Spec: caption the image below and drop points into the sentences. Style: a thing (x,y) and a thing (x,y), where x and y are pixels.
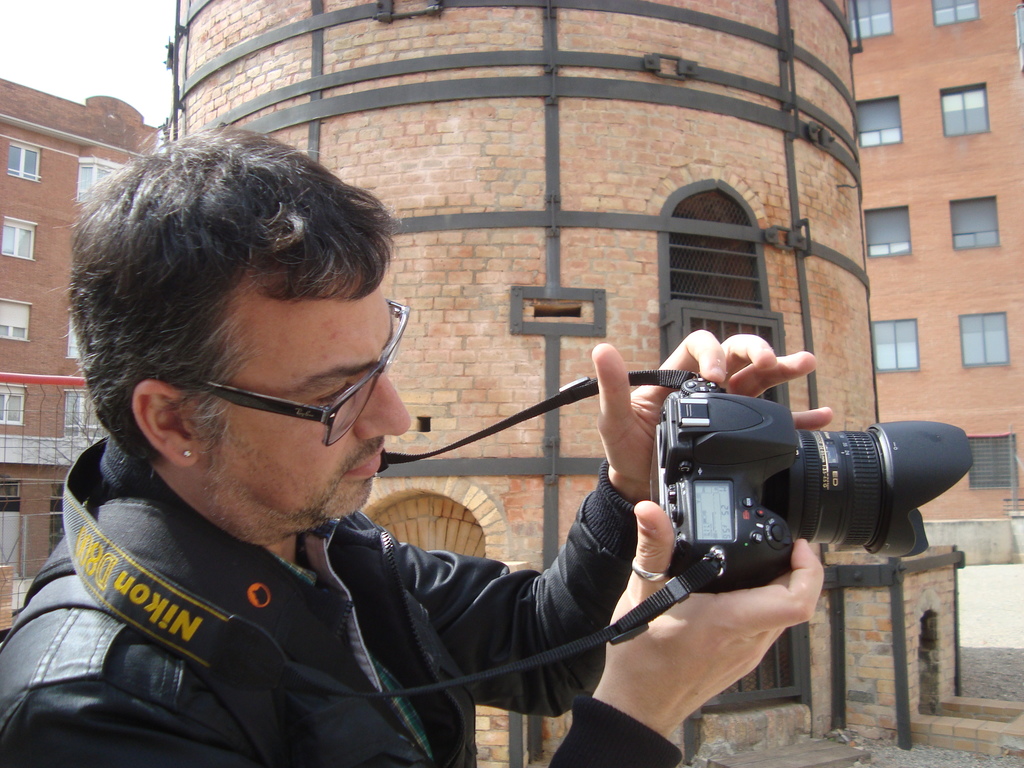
In this image there is man (215,172) wearing a specs (306,404) and black jacket (335,671) and he was holding a camera (784,457). In the background (732,224) there is a building (972,372) with bricks (528,203) and too many windows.
